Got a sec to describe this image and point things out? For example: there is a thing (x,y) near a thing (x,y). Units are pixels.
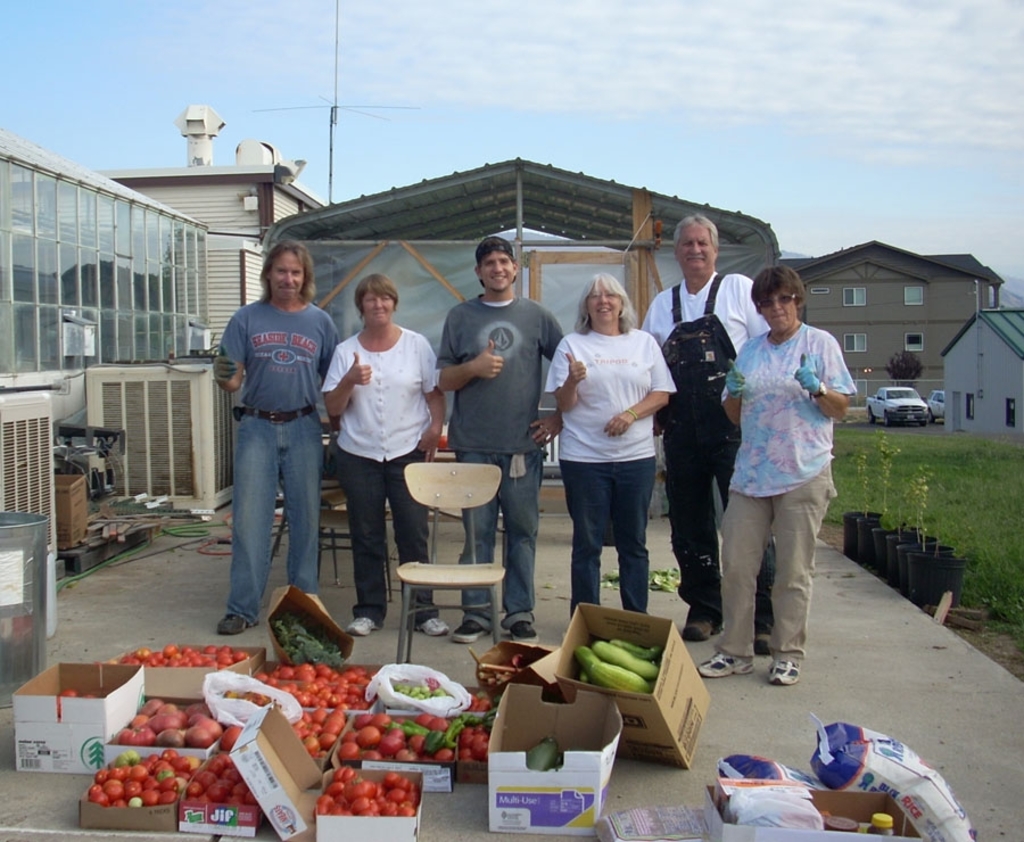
In the center of the image (590,354) we can see many persons (511,451) standing at the chair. At the bottom of the image (197,727) we can see fruits (228,771) and vegetables (182,737). In the background (11,262) we can see shed (525,272), cars (886,397), buildings (838,302), houses (980,402), grass (867,452), plants (884,445), sky (792,186) and clouds (569,62).
